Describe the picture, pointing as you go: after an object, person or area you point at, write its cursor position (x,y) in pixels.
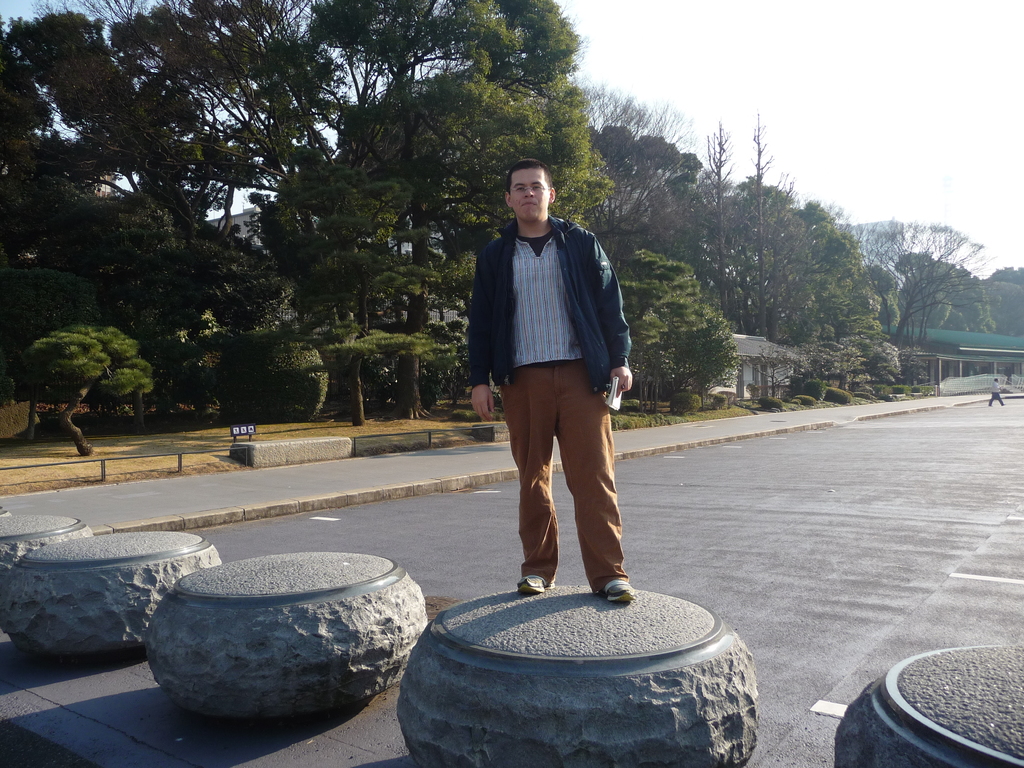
In this image we can see a person (591,264) standing on a concrete stand (578,635). We can also see a person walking on the road (787,572). On the backside (335,380) we can see some trees (362,327), a house (742,340) with a roof (742,340) and the sky (775,133).
